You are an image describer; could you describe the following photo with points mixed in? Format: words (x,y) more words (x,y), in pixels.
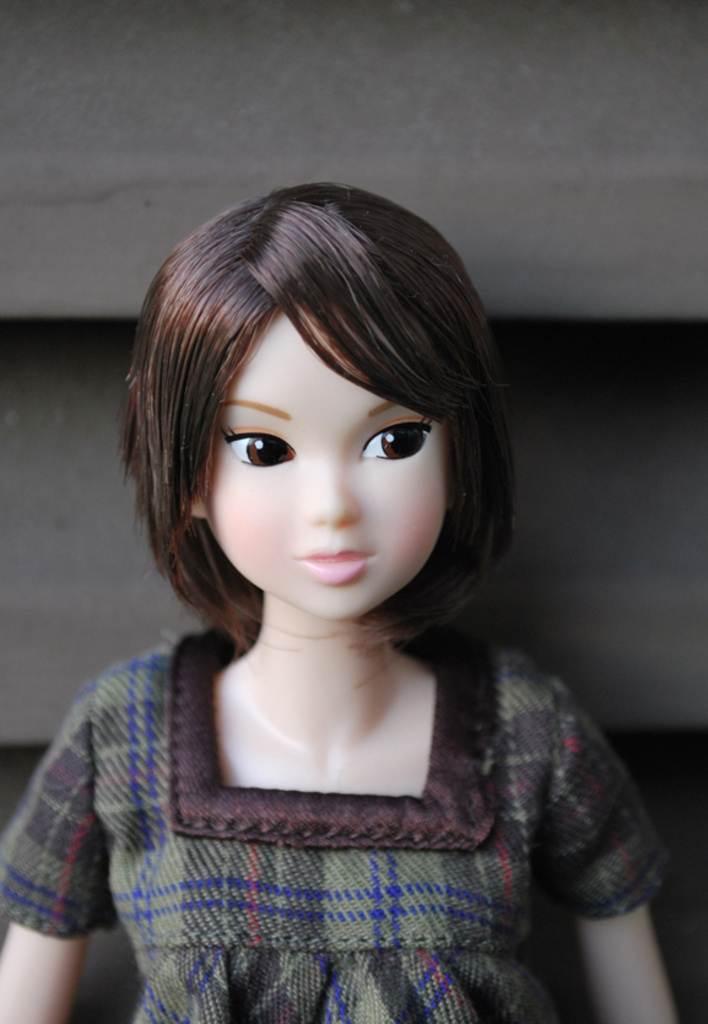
In the picture I can see a doll (346,699) of a woman (386,588) wearing a dress (406,909) and there are some other objects (211,105) in the background (533,432).
